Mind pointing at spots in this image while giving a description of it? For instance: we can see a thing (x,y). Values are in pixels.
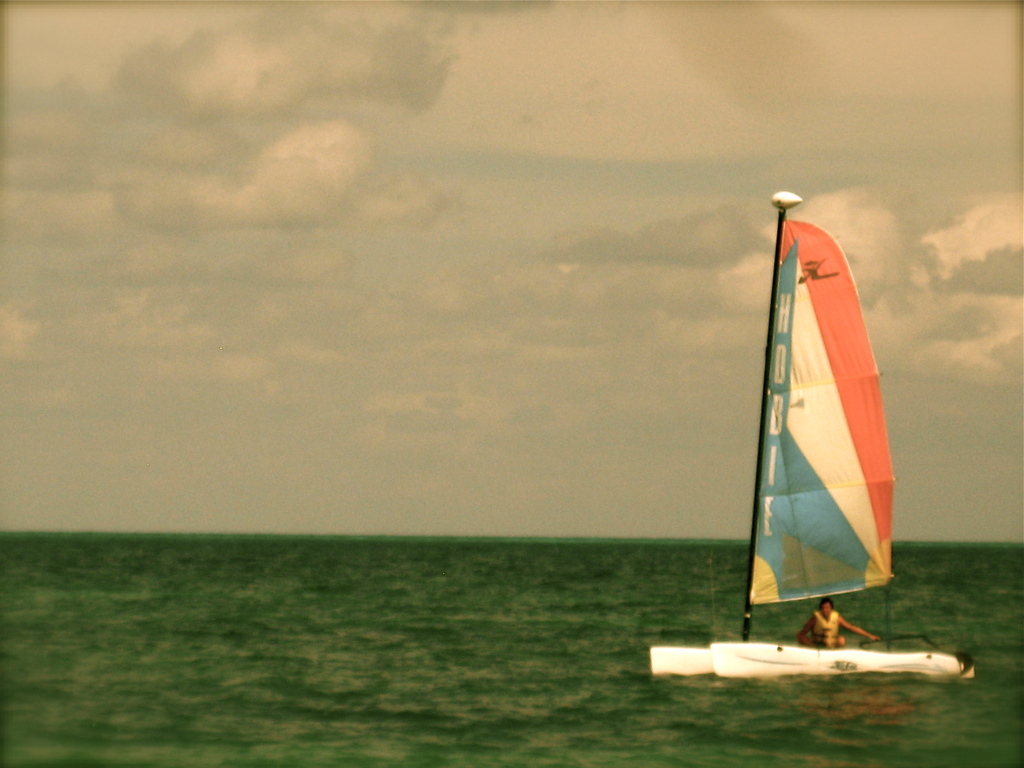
In the picture I can see a person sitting in a sailboat (778,587) is floating on the water (637,613), which is on the right side of the image (887,627). In the background (270,85), I can see the cloudy sky (350,412).
